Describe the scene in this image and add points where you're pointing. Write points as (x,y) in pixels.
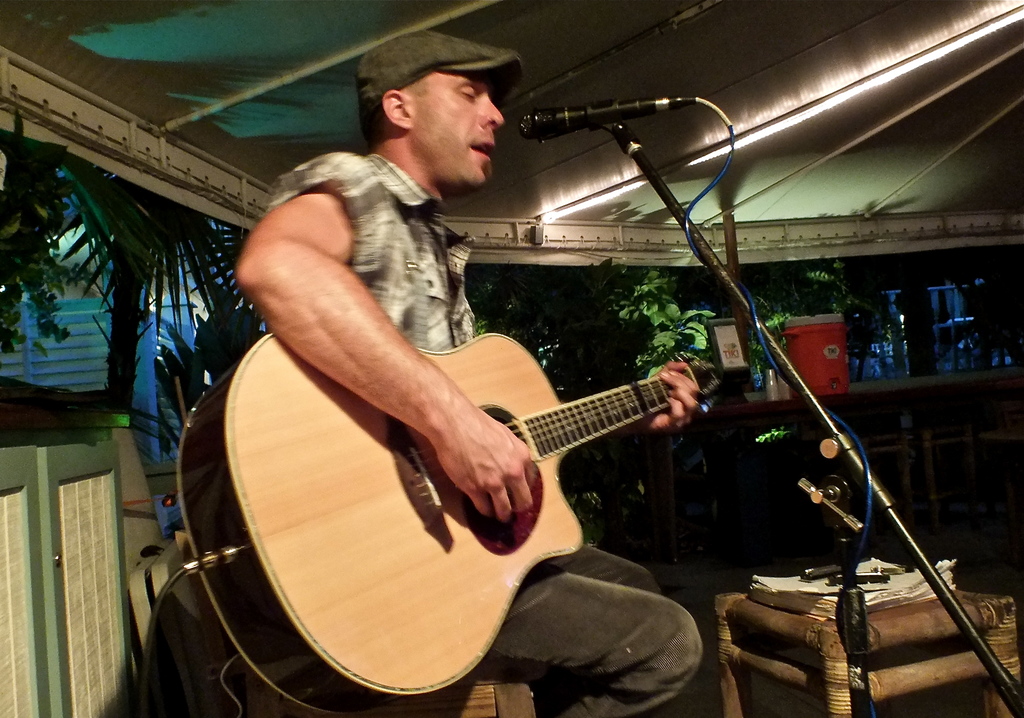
In this picture the man (493,145) is singing and holding the guitar (705,371) with his left hand (694,409) and playing the guitar (513,396) with his right hand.
